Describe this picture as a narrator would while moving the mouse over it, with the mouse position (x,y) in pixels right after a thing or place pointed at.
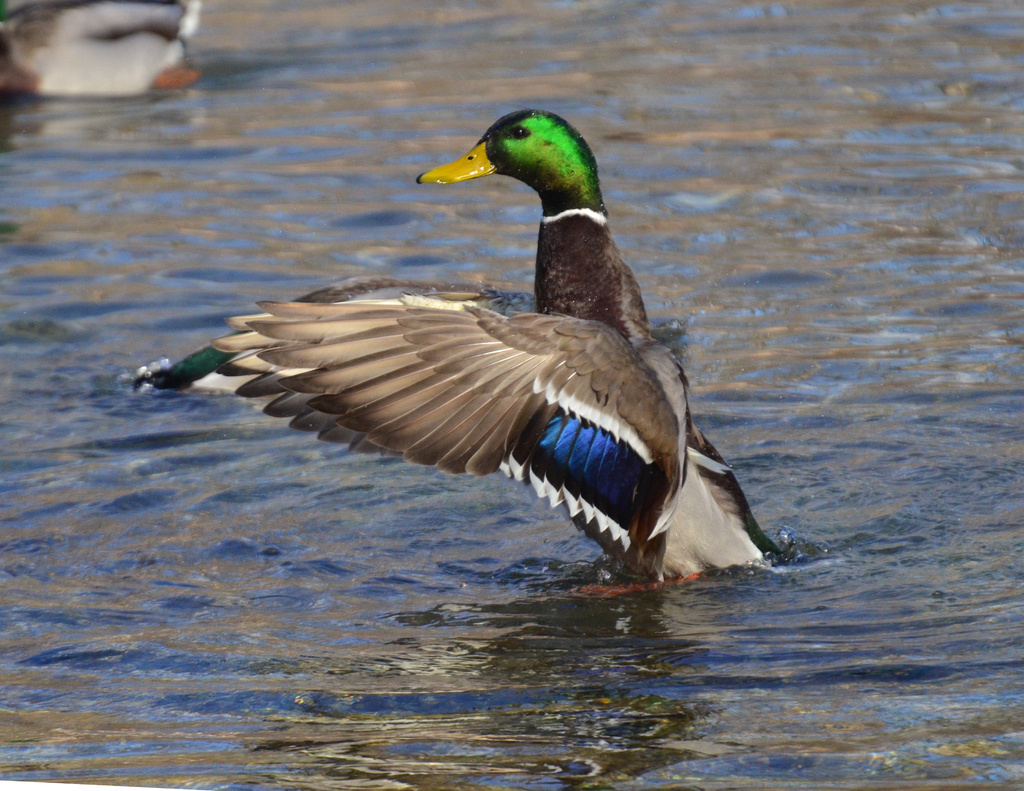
In this image, we can see a bird (594,450) in the water (882,429). On the left side (133,92) top corner, it looks like a bird (91,88).
